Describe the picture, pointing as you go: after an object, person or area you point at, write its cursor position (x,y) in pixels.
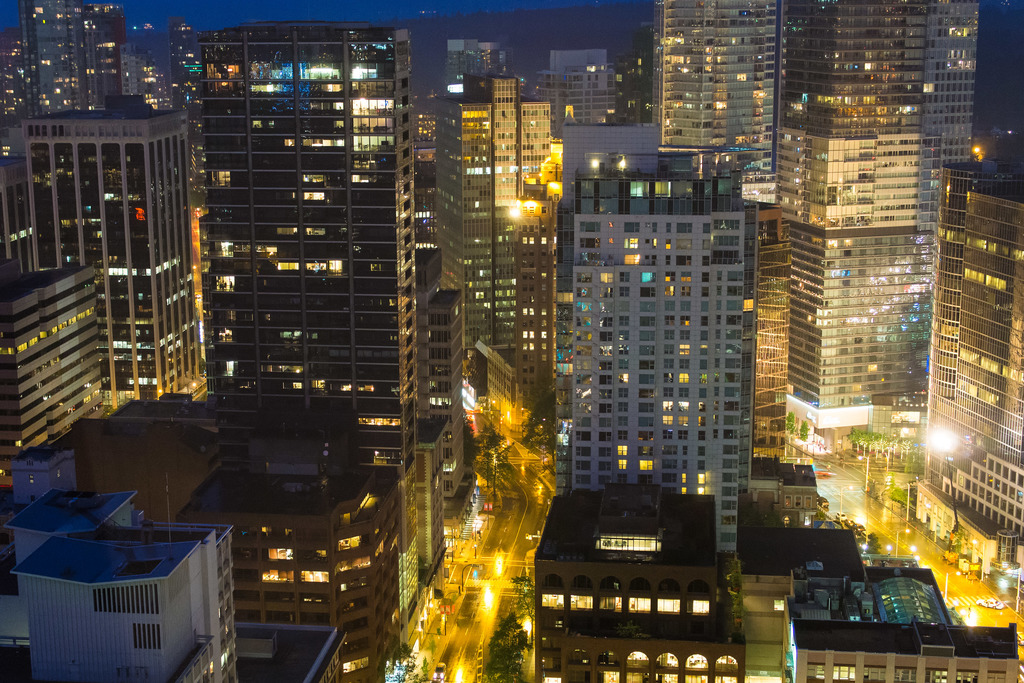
In this picture we can see few buildings (425,418), vehicles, trees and lights (525,211).
